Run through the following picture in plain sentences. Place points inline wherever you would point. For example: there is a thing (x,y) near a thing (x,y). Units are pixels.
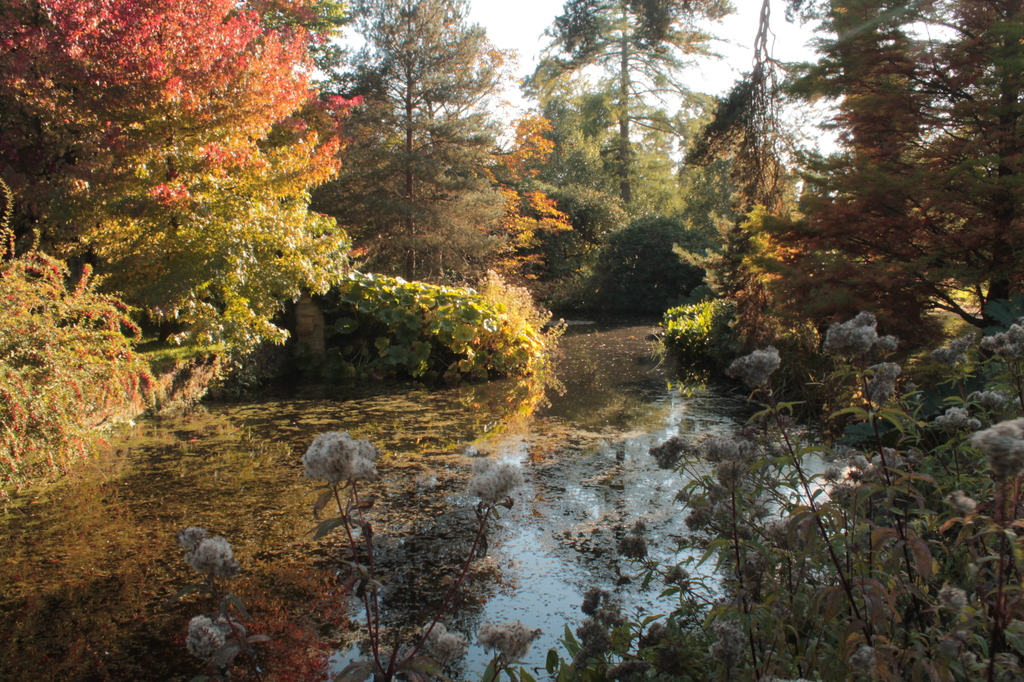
In this image we can see the plants (944,462), trees (999,86) and also the water (445,486). We can also see the sky (702,64).
